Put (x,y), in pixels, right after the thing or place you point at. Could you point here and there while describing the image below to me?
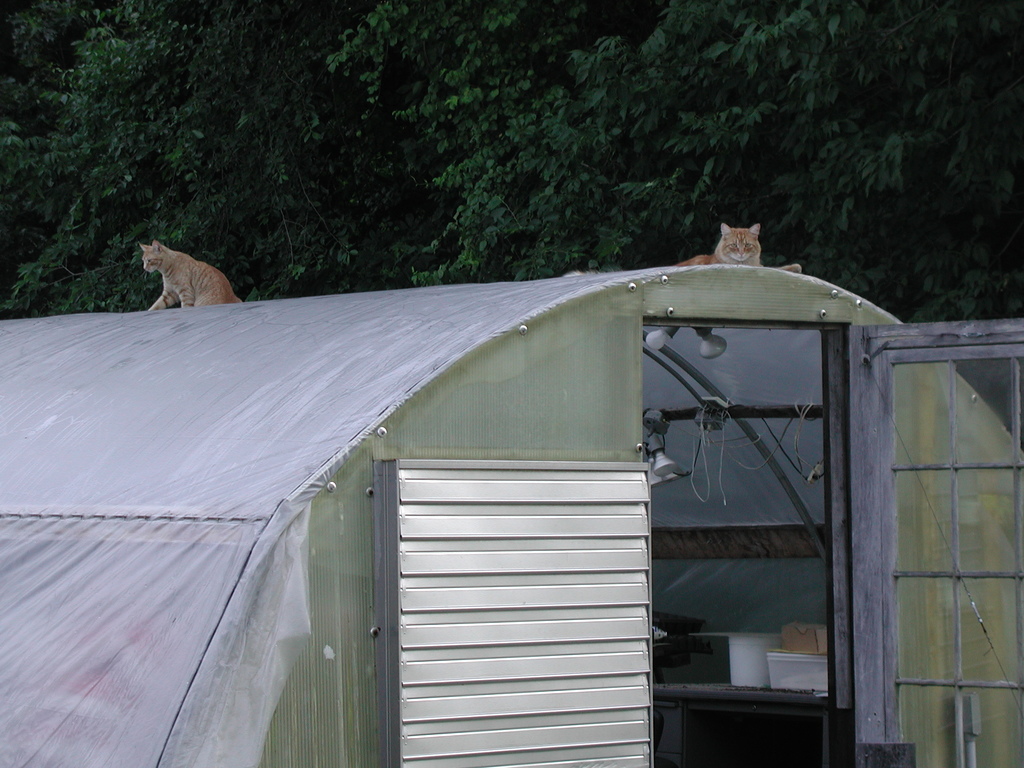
In this image we can see two cats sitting on the shed (567,406). In the shed (692,437) we can see electric lights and shelves (712,689). In the background (454,140) there is a tree (700,144).
